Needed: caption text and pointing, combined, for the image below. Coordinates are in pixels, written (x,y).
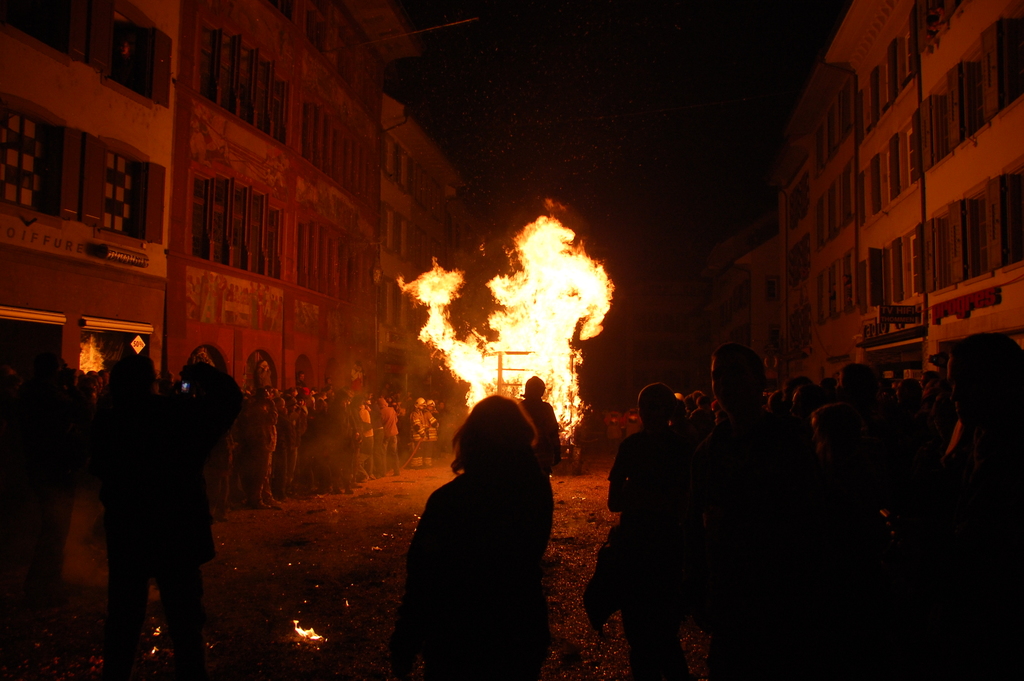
As we can see in the image there are buildings (948,201), fire (571,278) and many people (30,469).
